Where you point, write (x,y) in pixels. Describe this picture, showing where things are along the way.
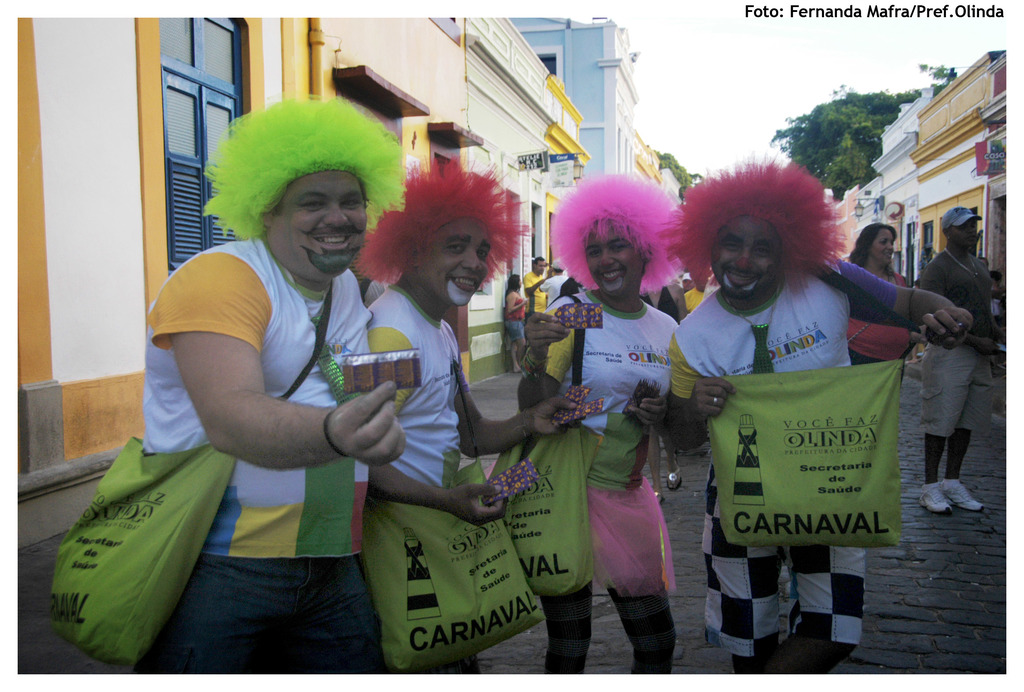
In the center of the image (619,309), we can see people (456,269) wearing costumes (387,254), bags (212,465) and holding some objects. In the background (920,170), there are some other people (992,275) and we can see buildings (606,73) and trees (843,106) and boards (564,155). At the top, there is some text (801,13) and at the bottom (925,614), there is a road (939,622).
